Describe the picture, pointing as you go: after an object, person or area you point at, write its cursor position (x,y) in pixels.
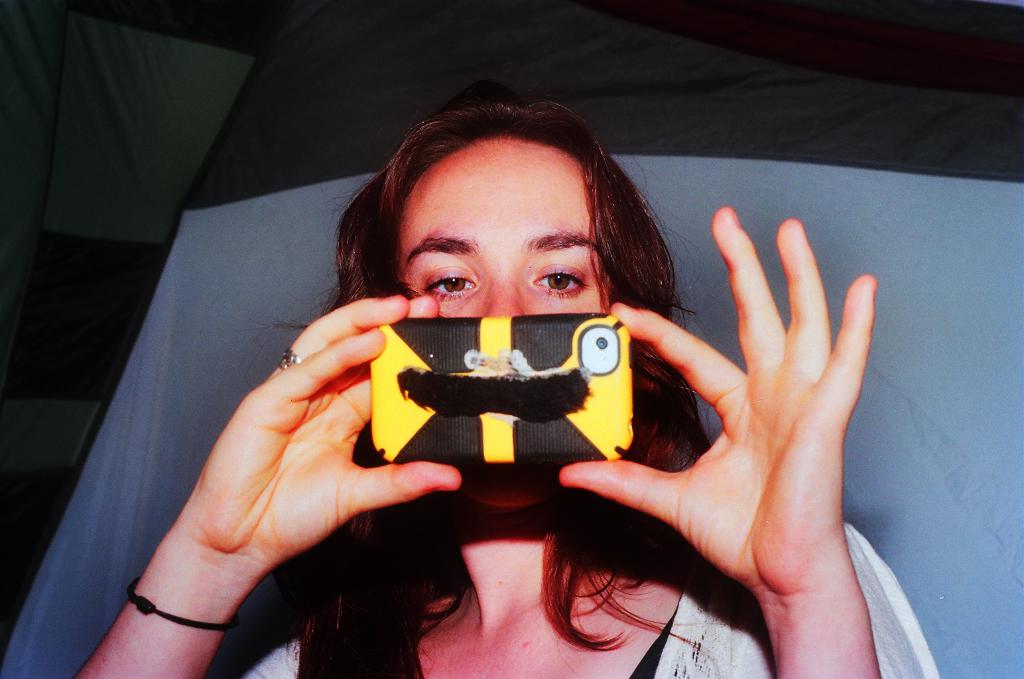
In this image there is a lady (414,516) holding mobile (427,346) in her hand (588,467), in the background (121,236) there is a curtain (835,89).
